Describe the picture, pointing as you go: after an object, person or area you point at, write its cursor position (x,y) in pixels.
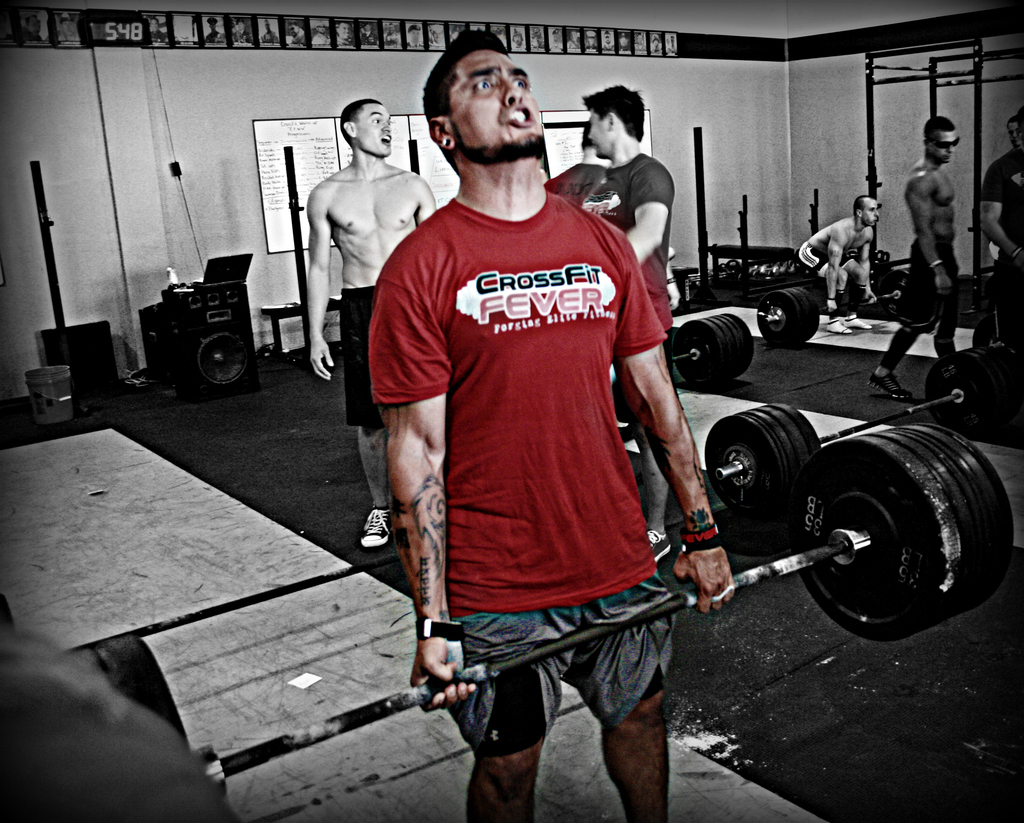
This image consists of few persons (942,239). They are working out with the dead weights (938,566). In the background (242,344), we can see the speakers (226,288) and a laptop (240,281). And there are boards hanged on the wall (735,87). At the top (381,51), there are many frames (56,14). On the left (111,39), there is a digital clock (113,23). At the bottom (800,787), there is a floor (775,797).
